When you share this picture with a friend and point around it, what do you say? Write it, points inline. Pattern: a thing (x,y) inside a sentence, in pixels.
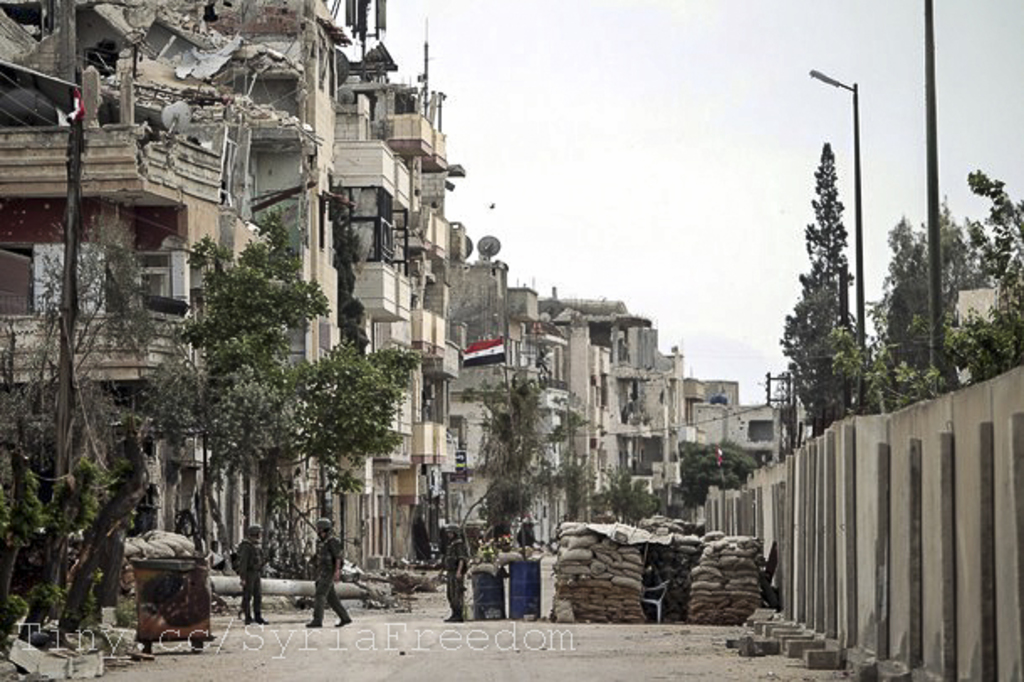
This image is clicked outside. There are trees (500,470) in the middle (349,442). There are buildings (442,342) in the middle (495,380). There are some persons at the bottom (328,611). There is sky (575,107) at the top (586,197).
